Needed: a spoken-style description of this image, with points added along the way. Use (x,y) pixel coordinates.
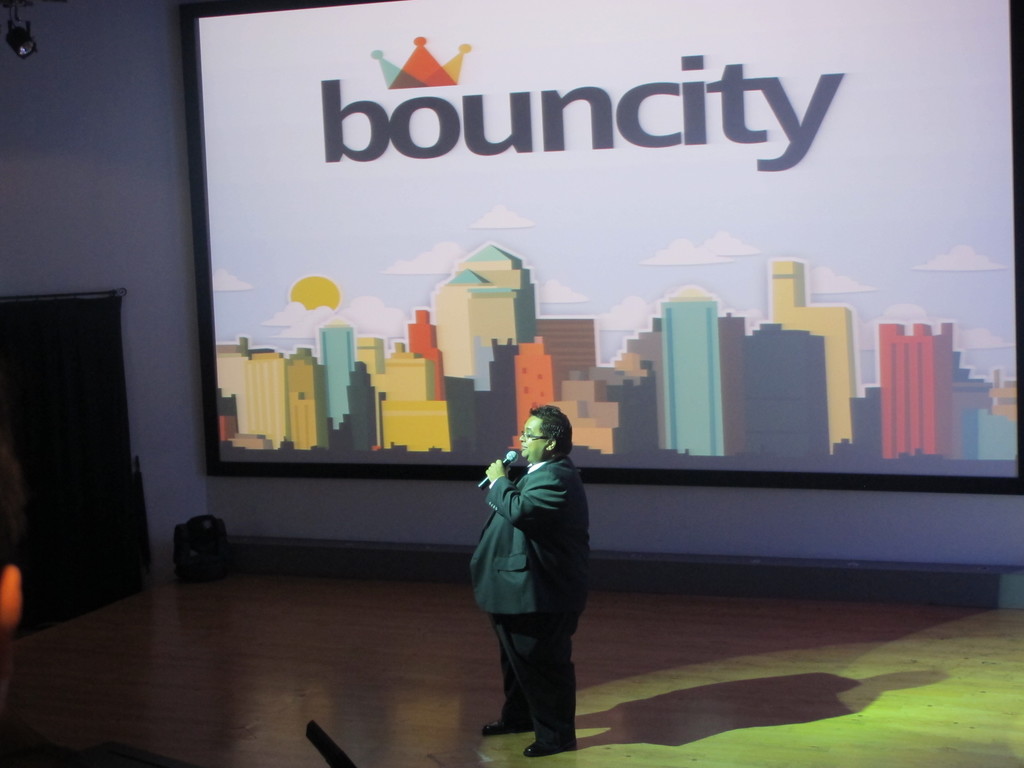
In the image we can see there is a man (535,598) standing on the stage (490,702) and holding mic (500,469) in his hand (502,466). There is speaker box (213,566) kept on the stage (245,630) and behind there is banner (613,310) on the wall (173,542). There are buildings (591,360), clouds (372,307) and sun (324,292) in the sky (381,293) on the banner (408,252) and its written ¨Bouncity¨ on the banner (682,170).
